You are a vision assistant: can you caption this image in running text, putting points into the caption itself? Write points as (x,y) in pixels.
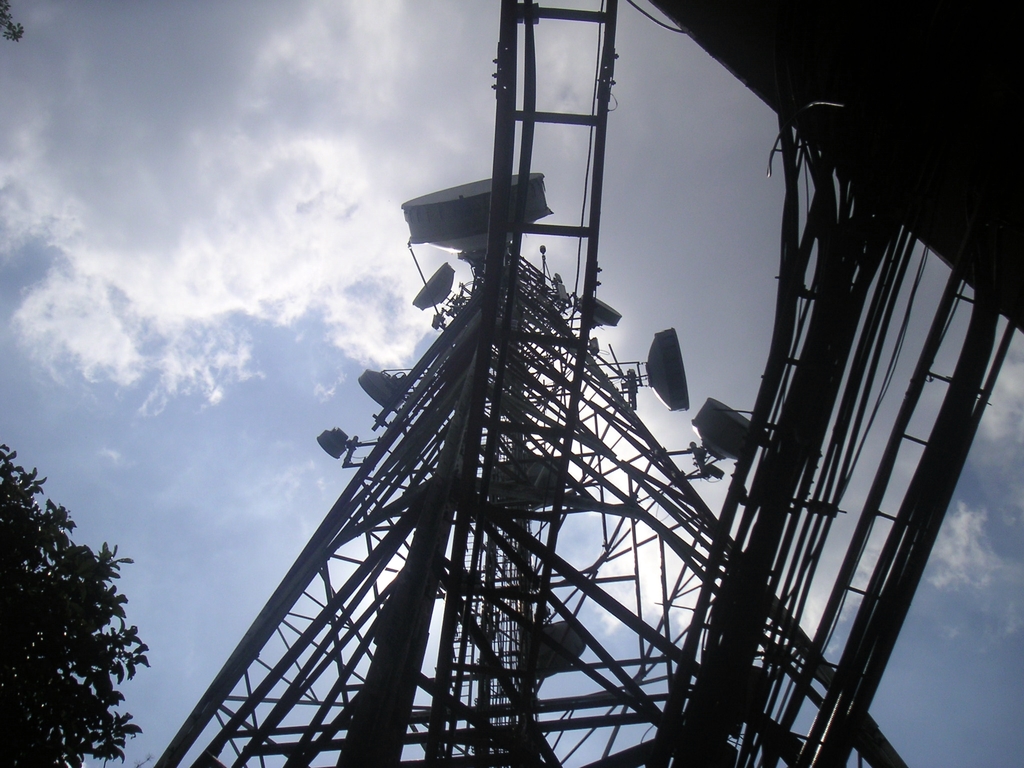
Here this is the tower (422,557), and having different antennas (390,398) and wires (802,500). This is the sky (324,35) and on the left side (276,169) it is very cloudy. And even we can observe a tree (45,653) here.
